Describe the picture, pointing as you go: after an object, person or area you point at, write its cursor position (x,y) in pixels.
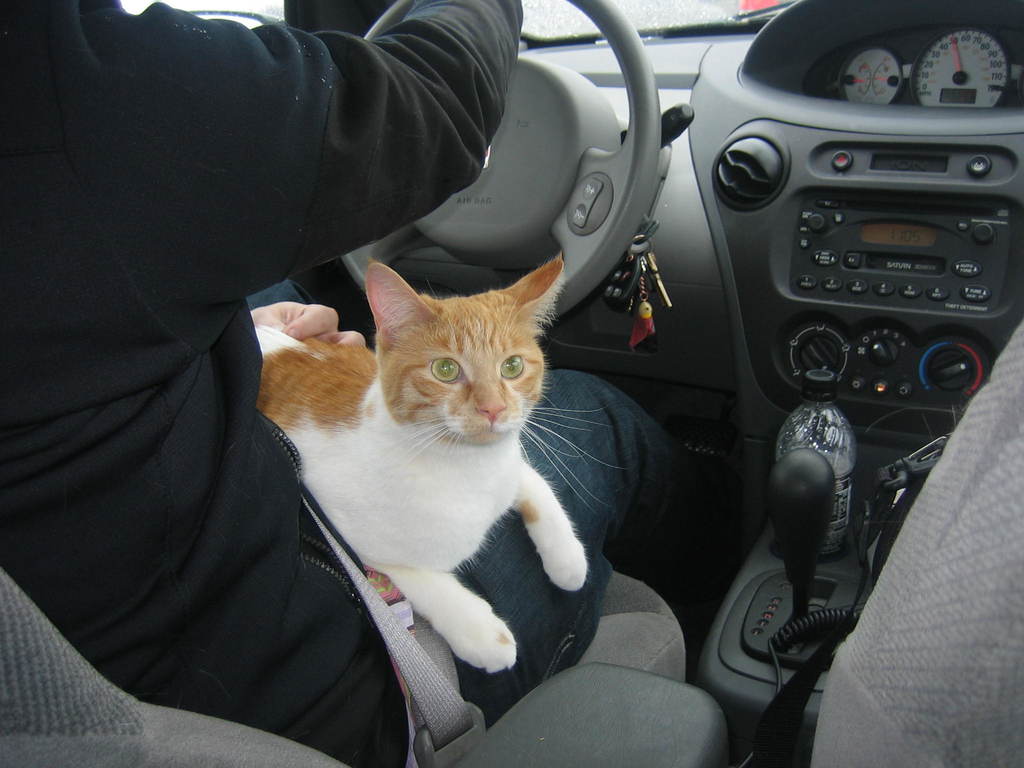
This picture is taken inside the car (946,456). In this image, on the left side (234,514), we can see a person (33,265) sitting on the chair (275,758) and, we can also see a cat (323,433) is lying on the laps (566,456) of a person (596,440). On the right side (805,524), we can also see a water bottle (837,494) and a gear (817,518). In the background (581,282), we can see steering (582,264) and key chain (638,326).
